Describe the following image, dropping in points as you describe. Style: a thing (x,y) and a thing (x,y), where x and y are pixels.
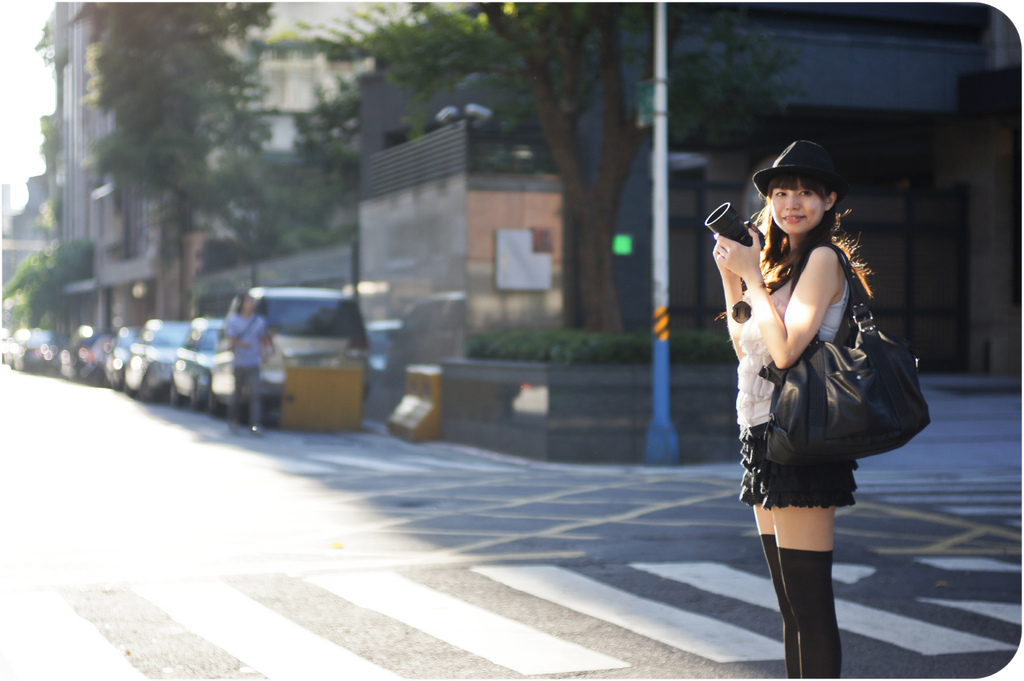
In this image I can see the person (763,476) standing on the road (630,606). The person (759,462) is wearing the white and black color dress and also black color bag (827,410) and she is holding the camera (742,240). The person (723,256) is also wearing the hat (798,165). To the side of the person (778,181) I can see the few vehicles (273,406) and one more person (239,368). I can also see buildings (403,307) and trees (248,217) to the side of the road (315,440). In the background (28,161) I can see the sky (21,131).
